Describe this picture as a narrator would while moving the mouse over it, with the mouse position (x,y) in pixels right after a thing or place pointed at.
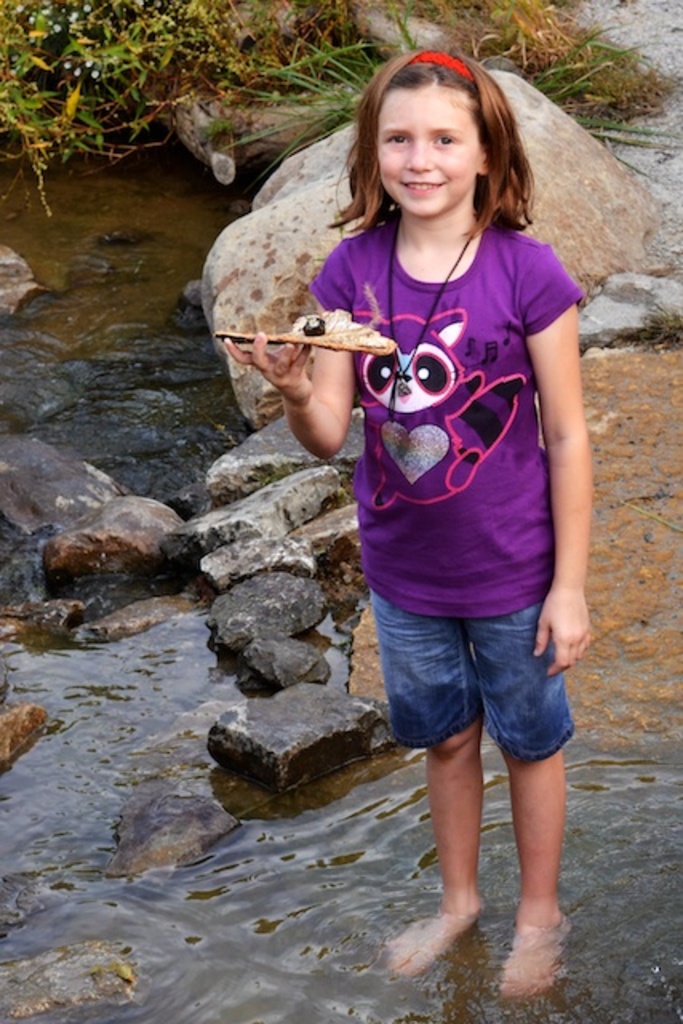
In this image we can see a girl (421,107) wearing a red band (468,71) and holding an object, standing in the water (399,931). And left side (102,231) we can see water (101,270) and stony surface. And right side we can see stones (596,151) and greenery (212,47) and sand (638,22).
